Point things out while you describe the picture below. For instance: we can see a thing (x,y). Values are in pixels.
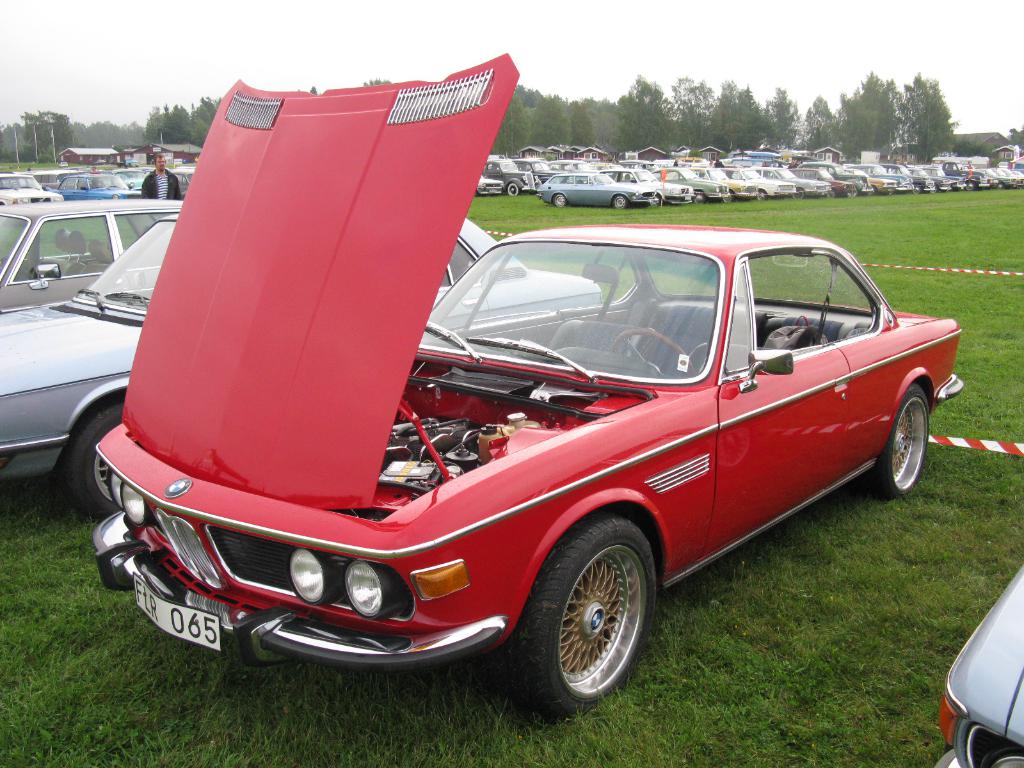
In this picture I can see there is a car (546,402) here and the engine (455,447) is visible and there is a man (168,191) walking on to left (167,174) and there are many cars (62,347) on to left (21,362) and right, there is grass (672,698) on the floor (760,632) and also they are parked in the backdrop (923,189) and there are trees (29,120) and the sky (691,24) is overcast.
